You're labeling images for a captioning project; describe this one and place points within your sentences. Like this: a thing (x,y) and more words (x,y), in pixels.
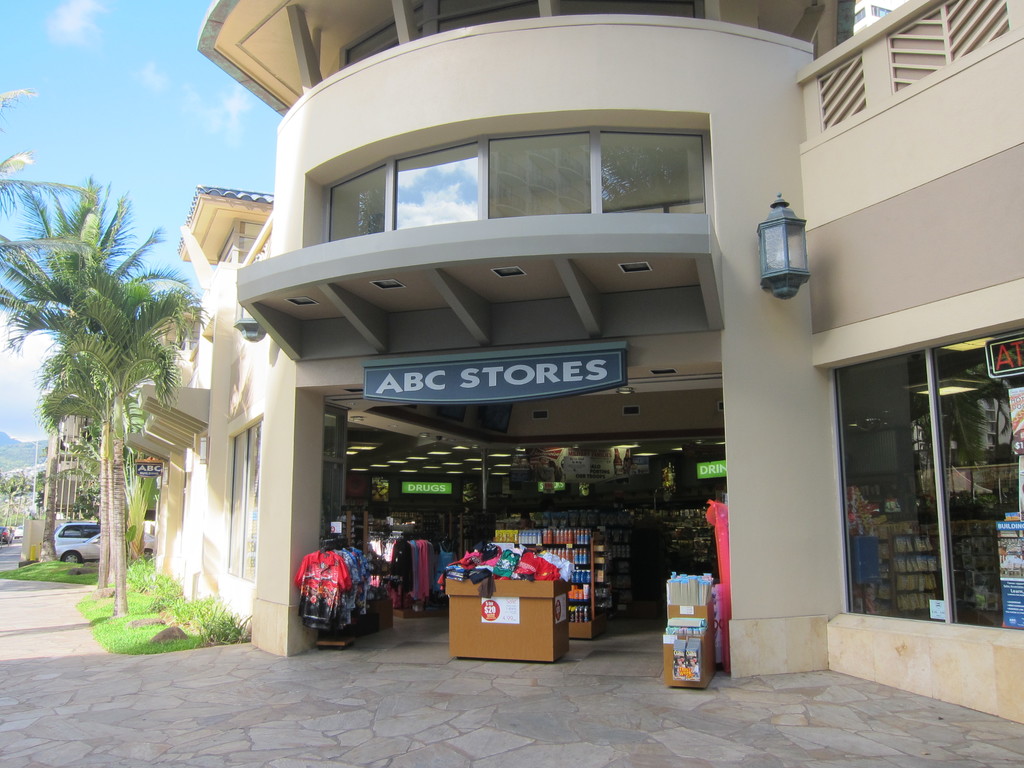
In this picture we can see a store (442,533), racks (673,608), clothes (391,555), boards (491,600), grass (99,634), plants (200,636), glasses (882,510), lights (401,464), and objects (702,515). There are boards (455,375), trees (177,312), and a car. In the background (83,71) there is sky (223,113).
